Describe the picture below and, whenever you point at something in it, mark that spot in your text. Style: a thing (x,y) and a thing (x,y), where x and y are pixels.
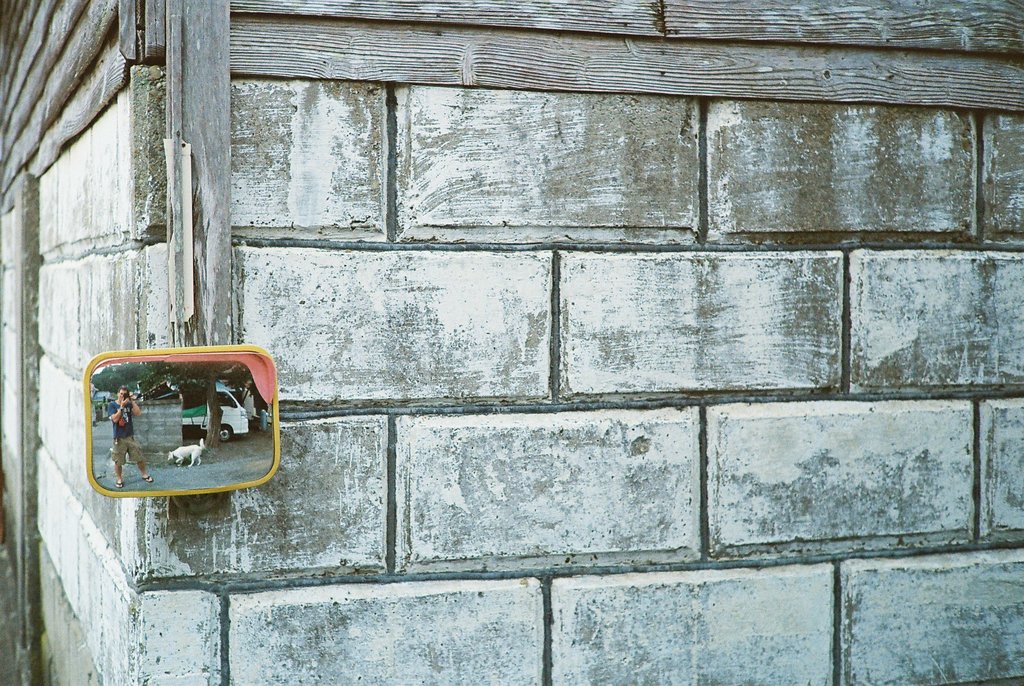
In this image, we can see wooden objects (654,8) and mirror (163,441) to the wall (618,138). On this mirror (192,410), we can see few reflections (187,448). On this mirror (192,447), we can see a person (124,435) holding a camera (127,396) and standing on the path (174,481). We can see animal (187,444), vehicle (227,435), wall (144,437), walkway (148,465) and few objects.
